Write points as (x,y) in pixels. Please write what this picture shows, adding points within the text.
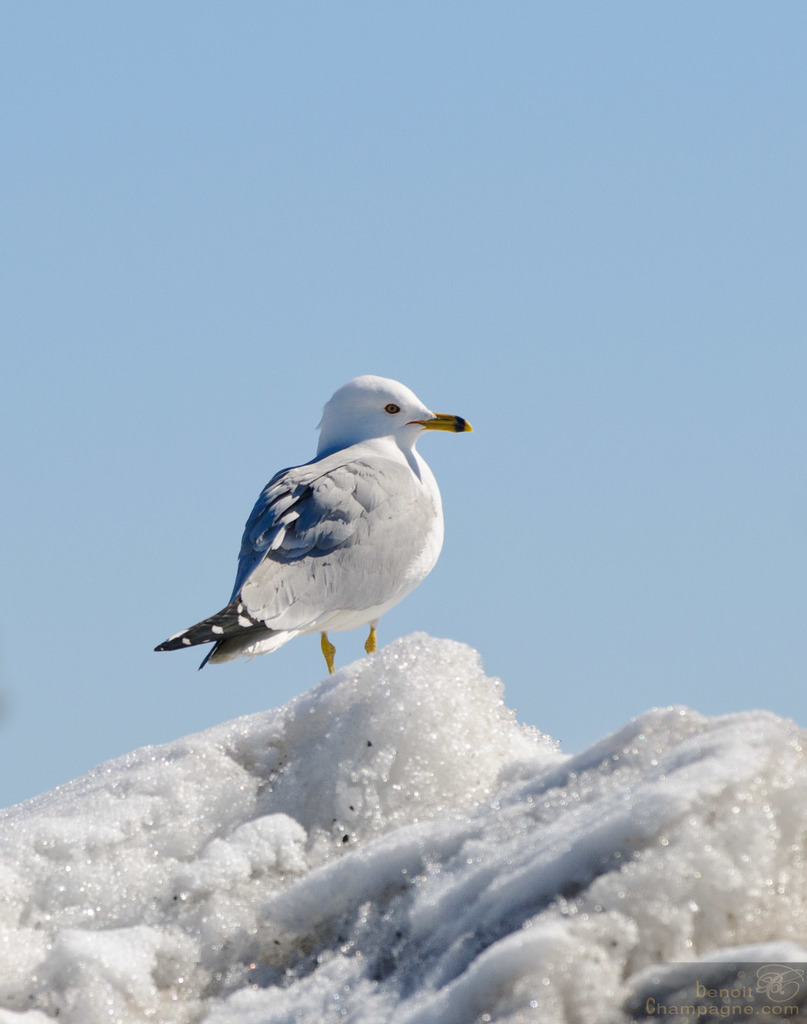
In this picture we can see a bird (296,582) on the snow (368,752), at the right bottom of the image (728,984) we can see a watermark (712,995).
